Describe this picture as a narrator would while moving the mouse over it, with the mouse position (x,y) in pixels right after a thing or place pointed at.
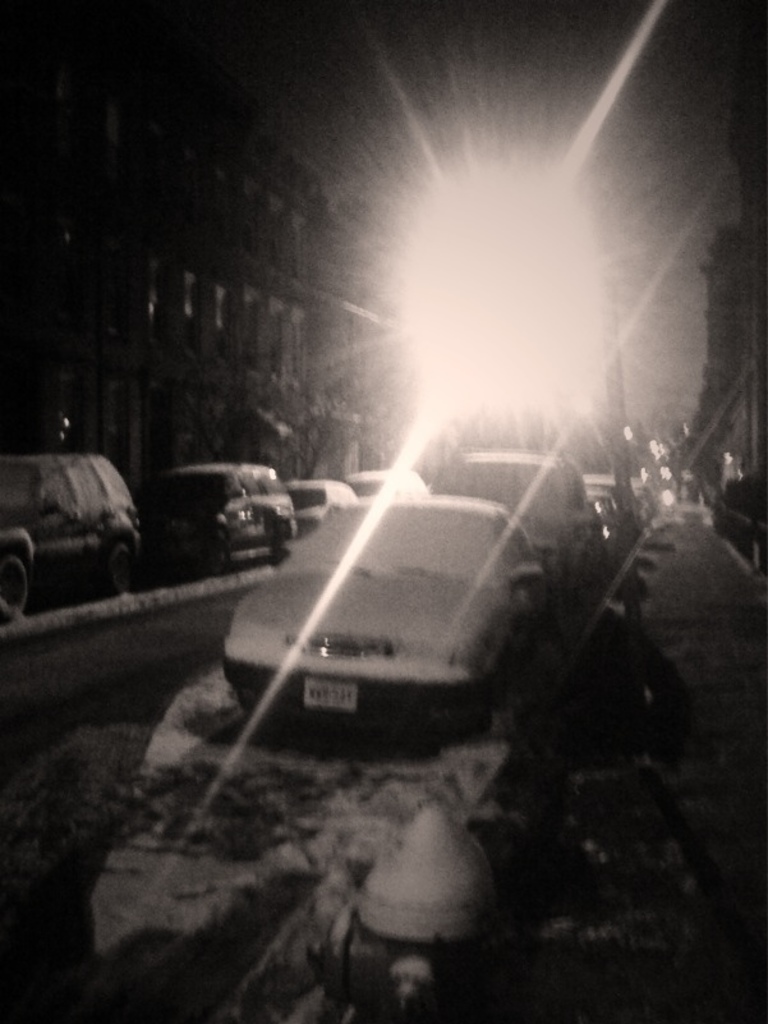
In this picture we can see the road (431,735) with some cars (459,632) parked on the roadside (450,771) covered with snow (432,538). Behind we can see the building (123,217). On the top (485,306) there is a light (453,407).
